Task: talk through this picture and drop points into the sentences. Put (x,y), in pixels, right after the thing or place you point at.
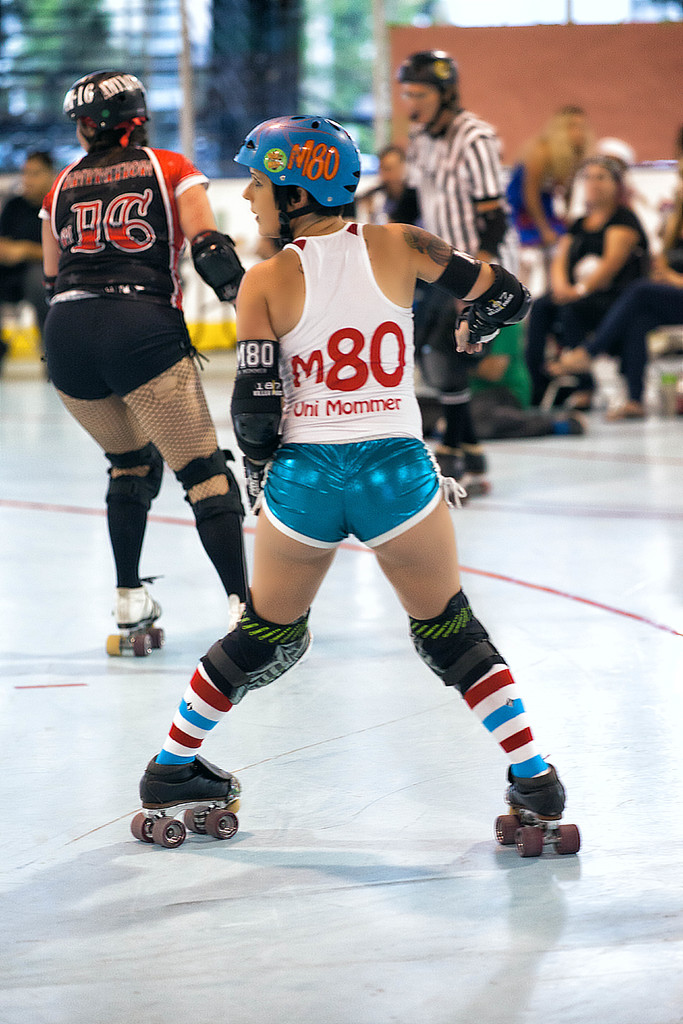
In this image there are a few people (240,585) wearing skate shoes (212,804) are skating on the surface (120,861), behind them there are a few people (550,166) seated.
